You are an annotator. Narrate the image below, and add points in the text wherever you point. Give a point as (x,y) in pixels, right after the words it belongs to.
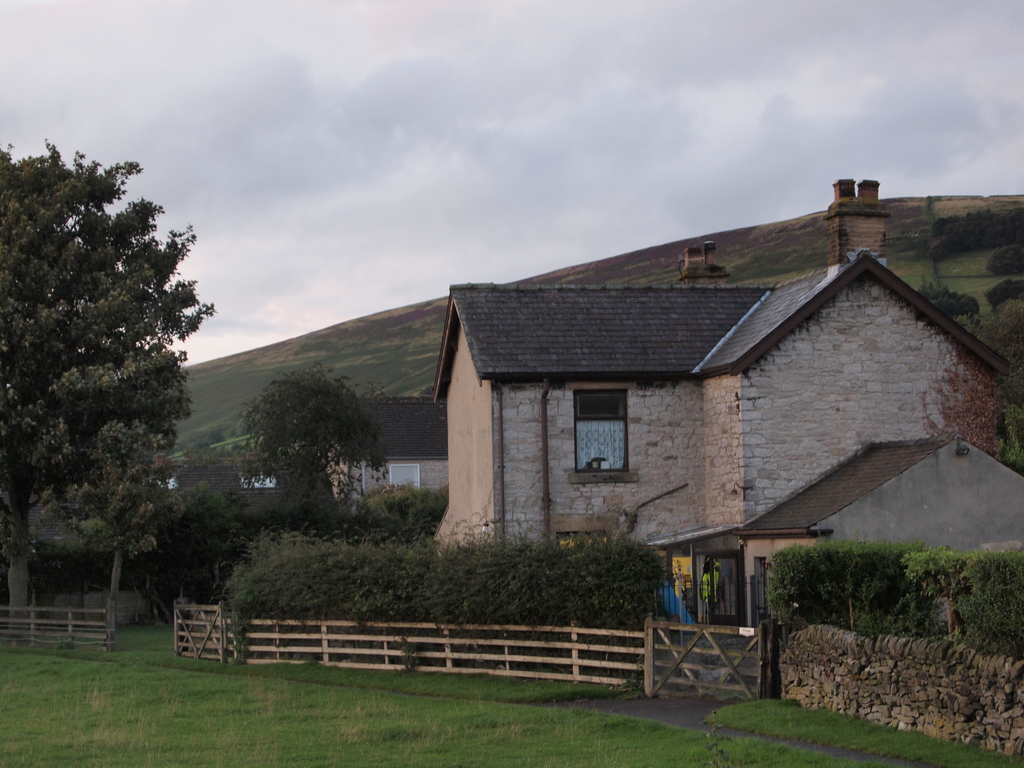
As we can see in the image there are houses (535,380), trees (55,263), plants (364,570), cloths (708,586), fence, grass (426,692) and hill (347,365). On the top (463,69) there is sky (420,83).
